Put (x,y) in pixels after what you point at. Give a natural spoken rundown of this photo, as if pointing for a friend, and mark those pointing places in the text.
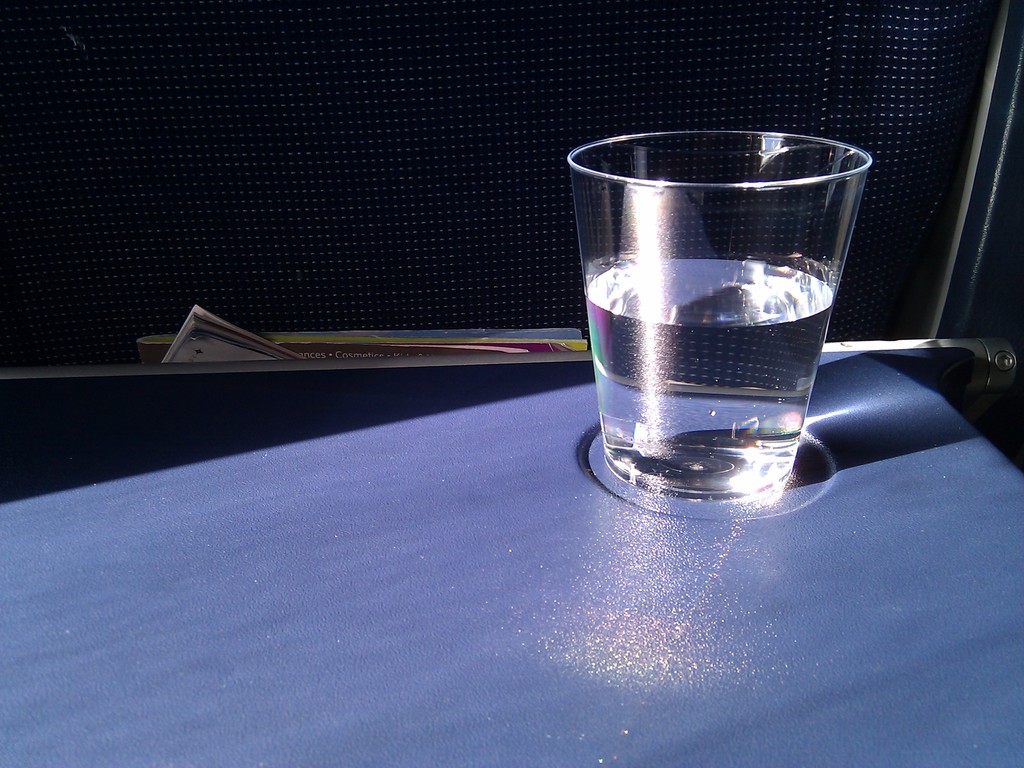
In the picture I can see a glass (824,239) of water (637,272) on the table (742,502). It is looking like a chair (508,66) and I can see the books (226,334).
